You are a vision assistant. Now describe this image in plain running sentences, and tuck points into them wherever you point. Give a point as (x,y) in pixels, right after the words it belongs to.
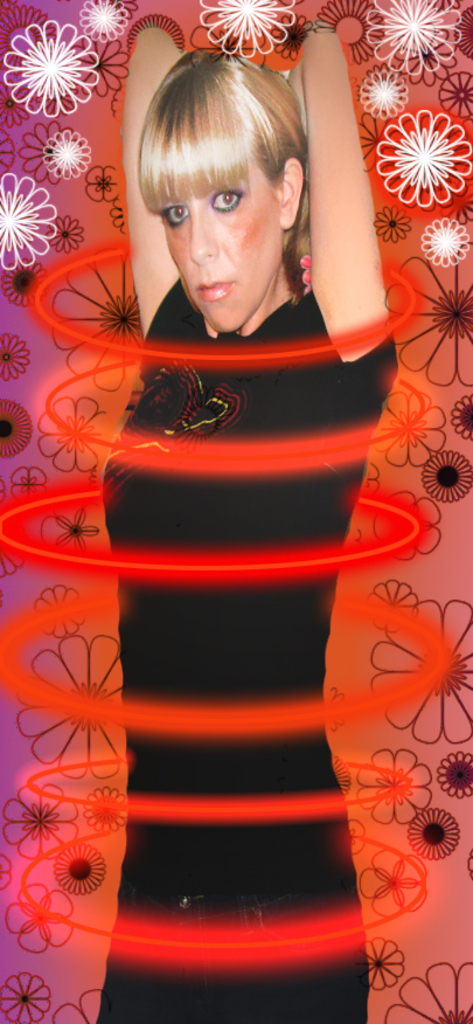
This is an edited picture. In this image, we can see a woman (213,613) standing. In the background (435,372), we can see flower figures (376,982).
